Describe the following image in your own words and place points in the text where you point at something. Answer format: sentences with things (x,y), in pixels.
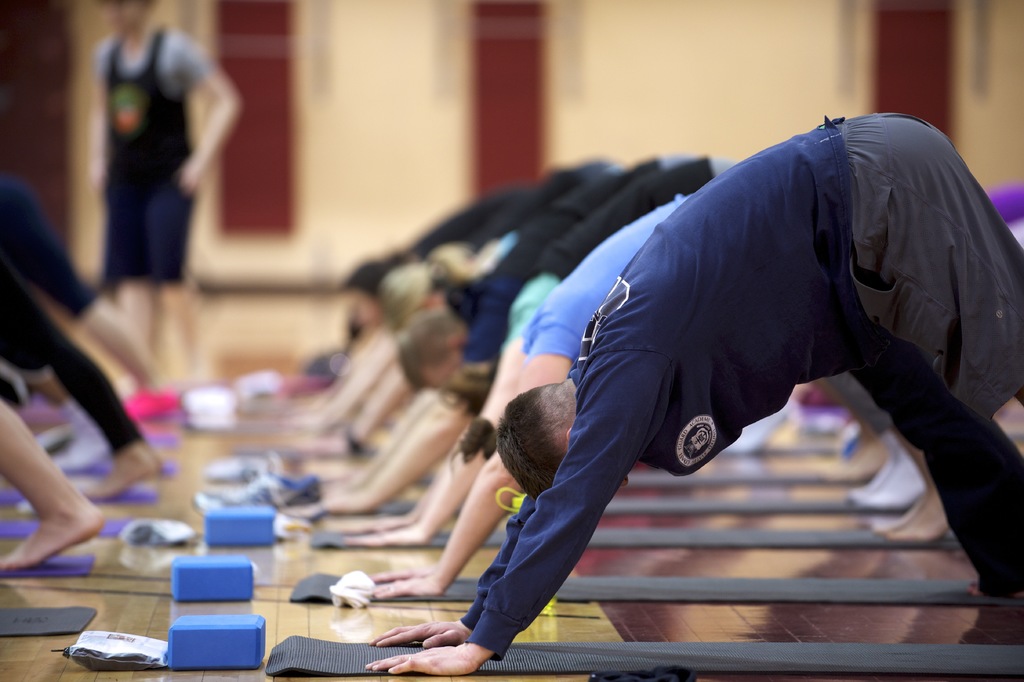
In the image there are a group of people (71,274) performing some exercise on a mat (289,646) and in front of the mat (546,663) there are some objects (194,619).
